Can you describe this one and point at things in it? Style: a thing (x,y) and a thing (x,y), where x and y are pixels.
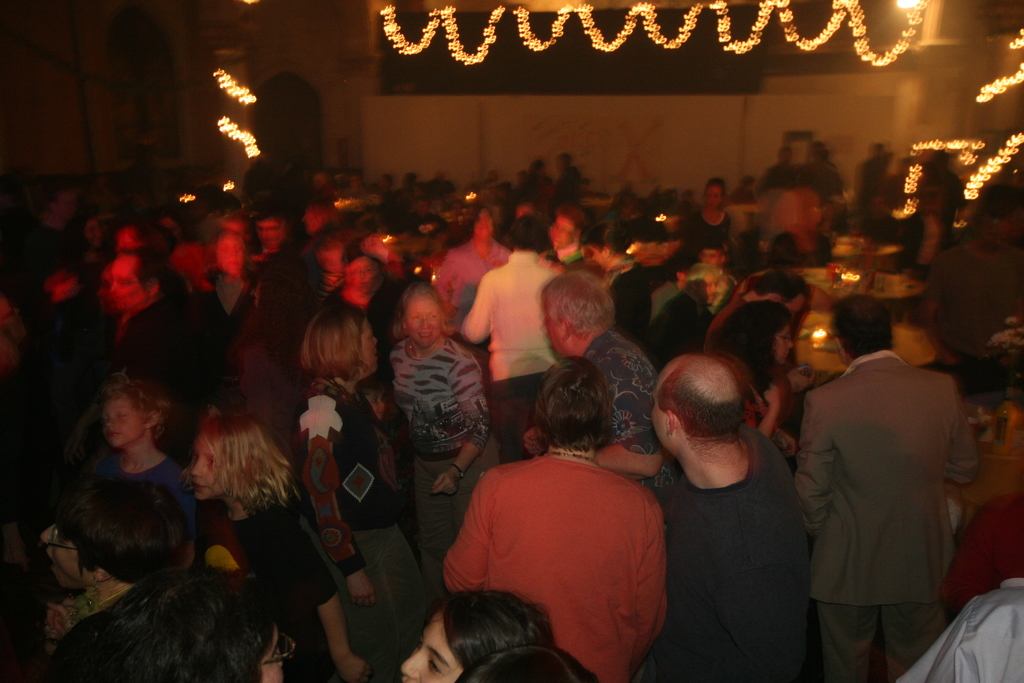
In this image we can see a group of people (896,528), near that we can see tables (1019,475) and few objects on it, we can see the pillar (1023,58), near that we can see some lights (787,23), we can see the wall (898,118) in the background (906,102).
